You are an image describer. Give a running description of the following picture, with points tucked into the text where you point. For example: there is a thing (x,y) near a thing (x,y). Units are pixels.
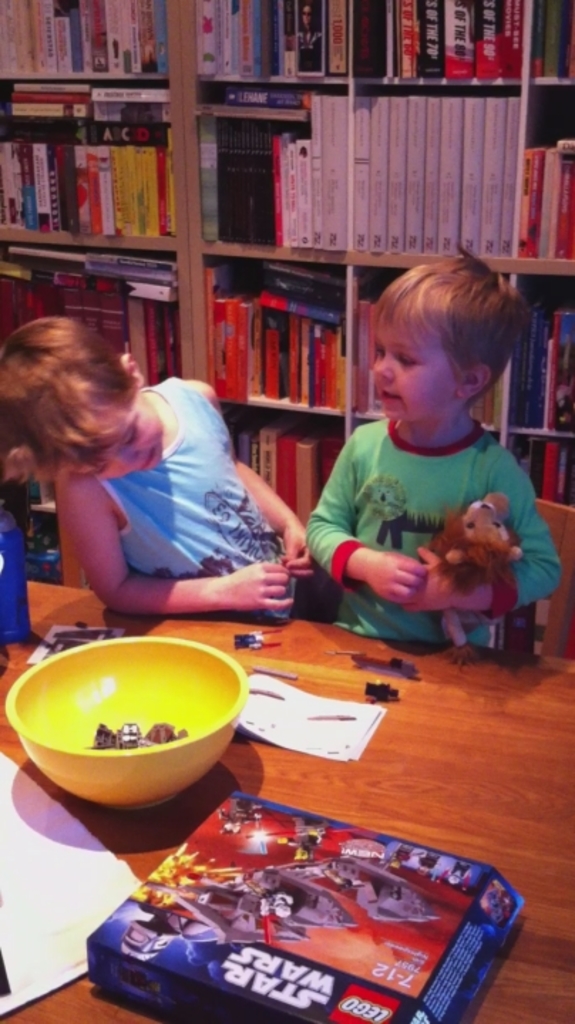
There are 2 children (407,489) holding a toy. There is a table (515,1010) in front of them on which there are papers (248,725), box (366,917) and a yellow bowl (190,771). Behind them there are bookshelves (192,192).
